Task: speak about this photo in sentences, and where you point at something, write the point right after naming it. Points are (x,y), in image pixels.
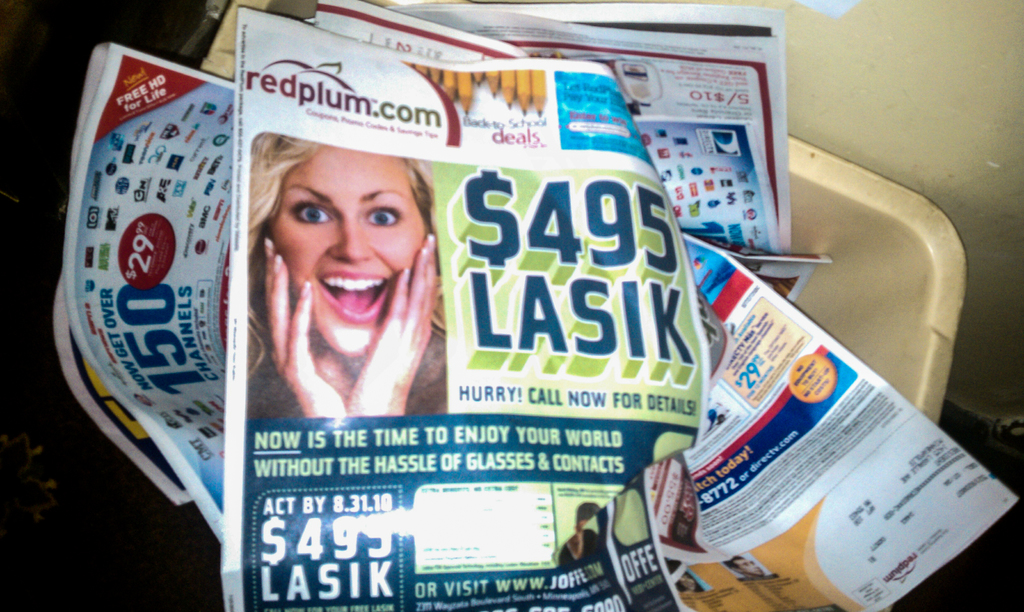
In this image we can see there are posters (506,370) in the container (865,341).
